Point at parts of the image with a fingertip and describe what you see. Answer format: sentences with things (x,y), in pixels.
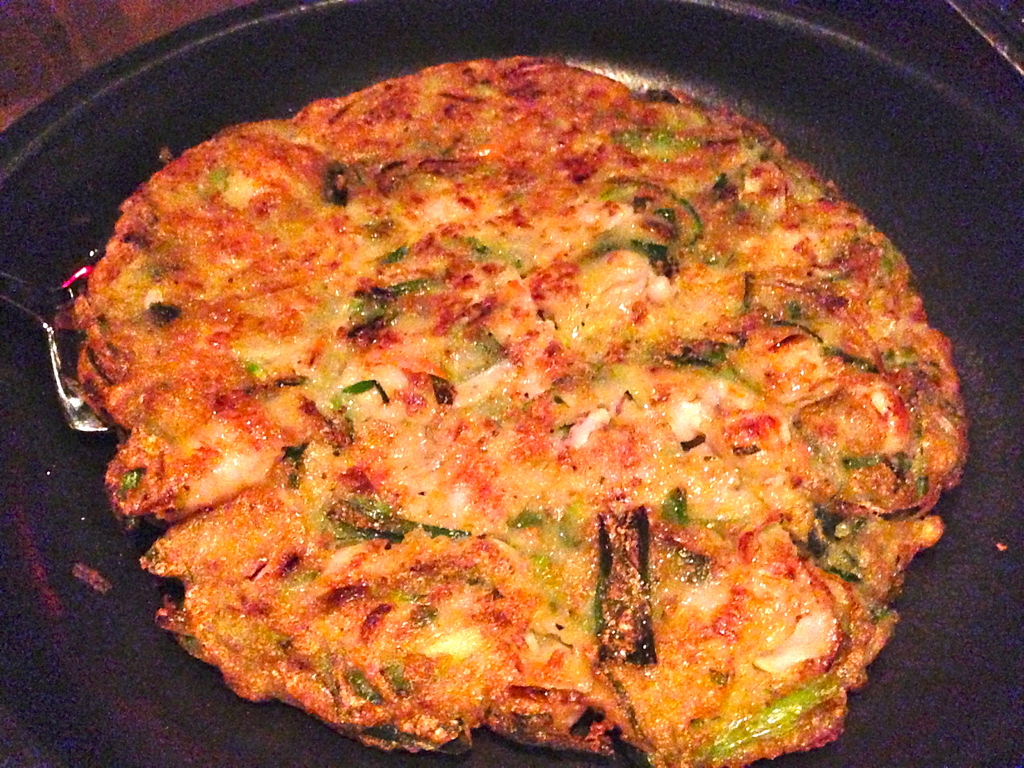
There is a food item (470,407) in the foreground (433,430) on a pan (21,320), it seems like a spatula (26,302) on the left side (69,374).
